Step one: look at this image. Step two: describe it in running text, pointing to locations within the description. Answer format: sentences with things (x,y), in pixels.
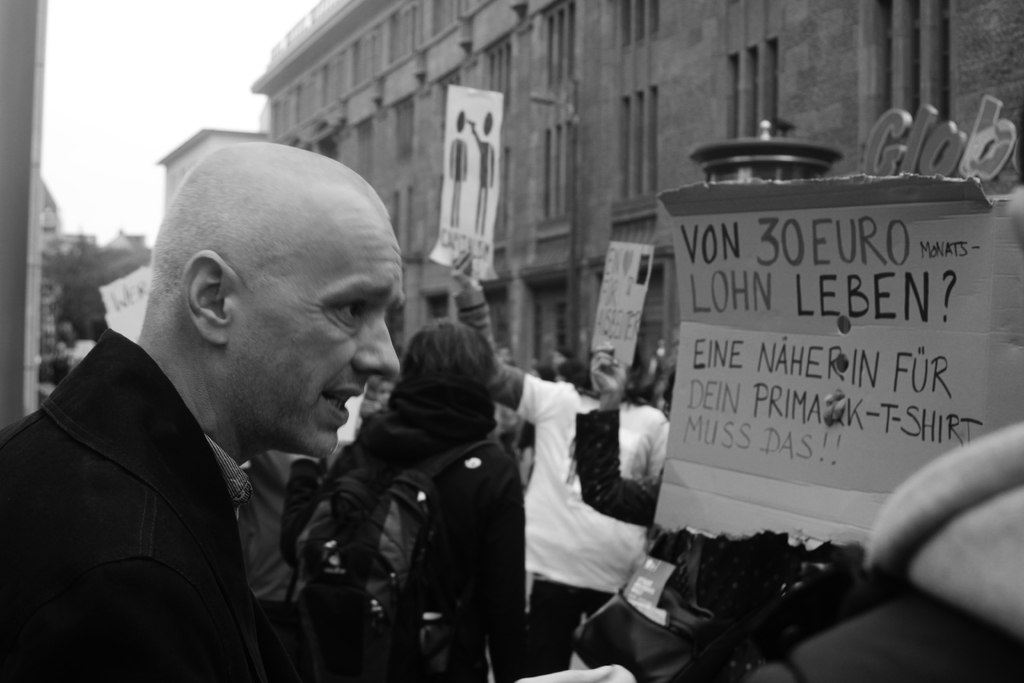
In the center of the image (376,310) we can see people (528,478) standing and holding boards (767,395) in their hands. In the background (424,134) there are buildings (54,228) and sky (142,161).
